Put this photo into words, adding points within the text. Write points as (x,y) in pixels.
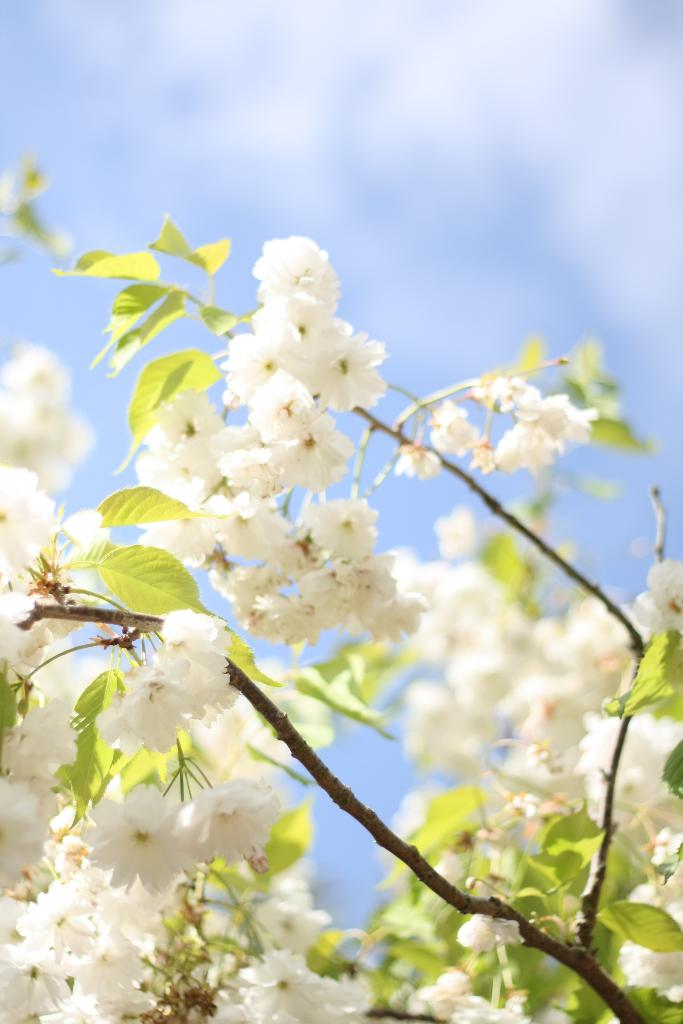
In this image there are white color flowers (402,464) and leaves (152,757). There are stems (42,612).
